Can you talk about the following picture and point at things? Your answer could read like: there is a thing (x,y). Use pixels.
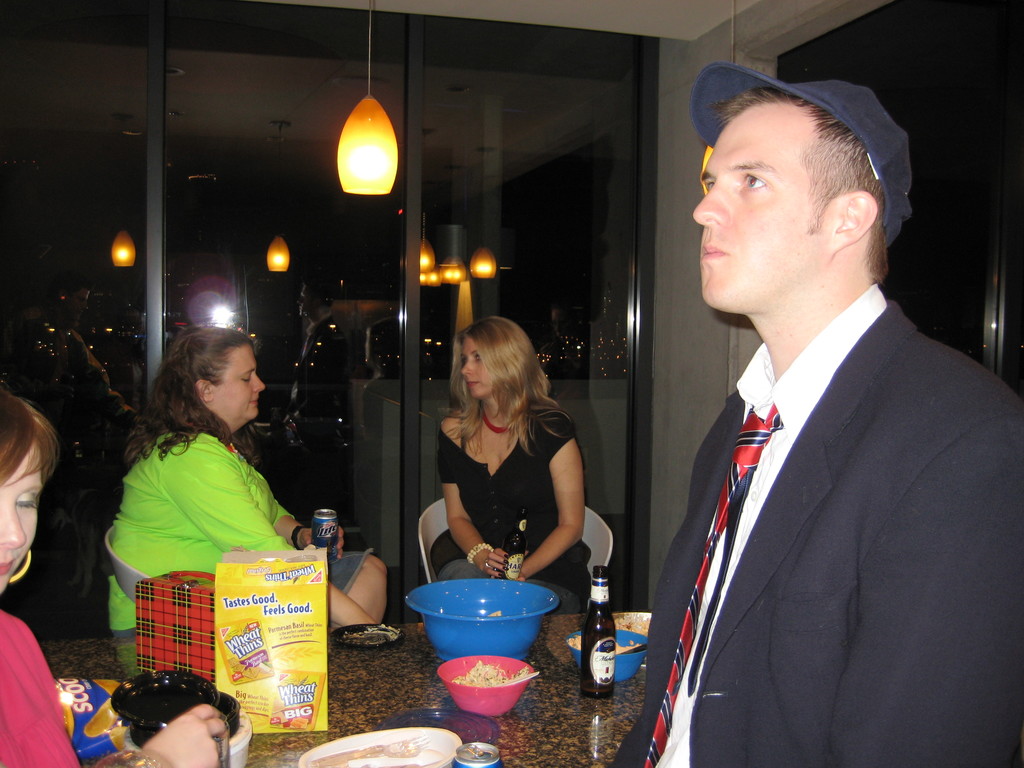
In this image there are persons (472,536) sitting and standing. In the center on the table (409,658) there are objects (329,638) and there is a bottle (603,651) in the background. There is a window (352,283) and on the window (220,282) there is a reflection (440,268) of lights (435,281) which are hanging on the top (361,122).
